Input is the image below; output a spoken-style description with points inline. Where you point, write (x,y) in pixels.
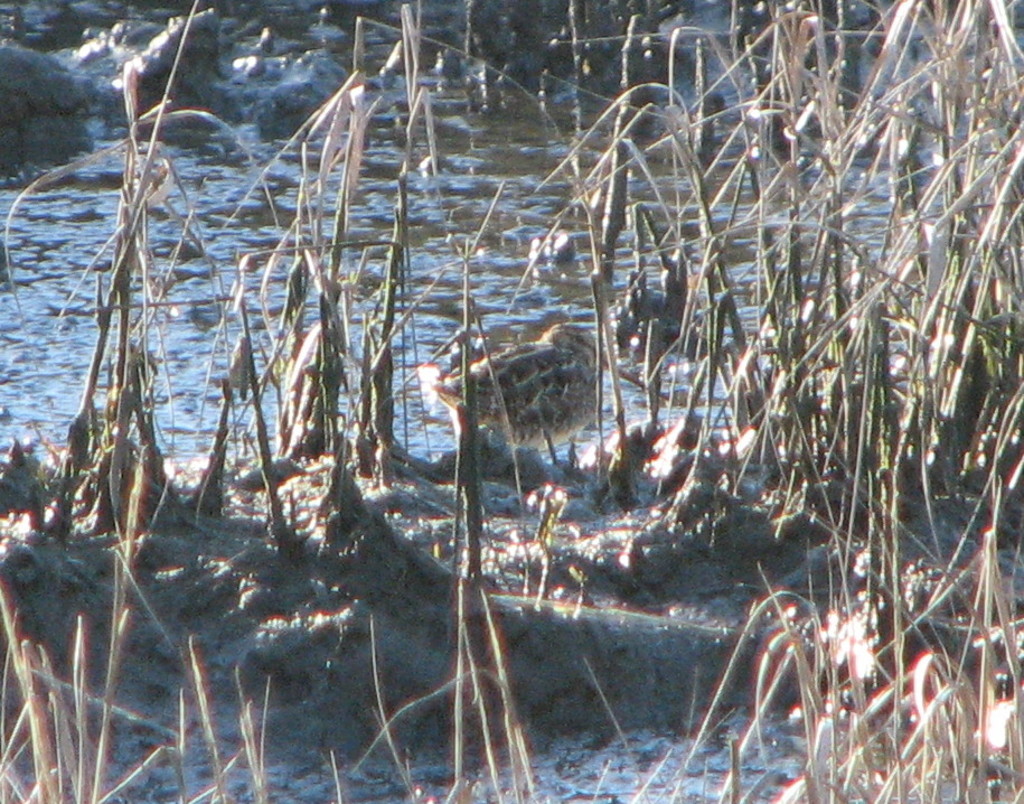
In this picture we can see plants (878,308) on the ground (268,563), a bird (535,386), water (357,201) and in the background (506,39) we can see some objects (217,84).
